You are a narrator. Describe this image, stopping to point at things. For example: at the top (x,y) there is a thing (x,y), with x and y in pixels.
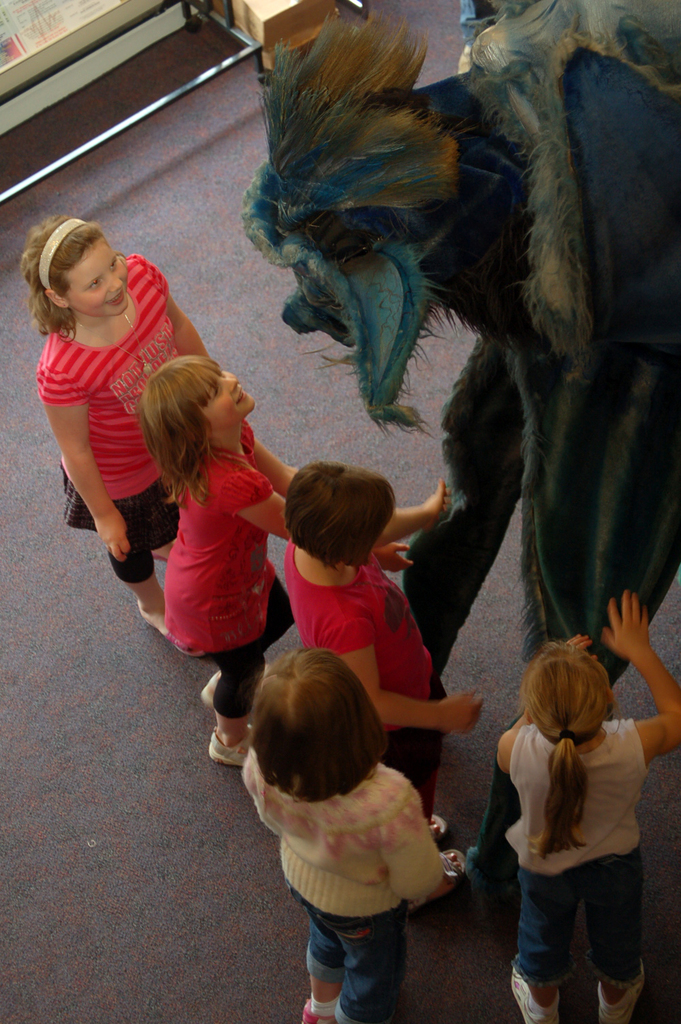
In this image, we can see few girls (364,607) are standing on the floor (208,847). Here we can see some decorative object (546,523). Top of the image (63,32), we can see few objects (52,53). Here we can see few girls (139,361) are smiling.
